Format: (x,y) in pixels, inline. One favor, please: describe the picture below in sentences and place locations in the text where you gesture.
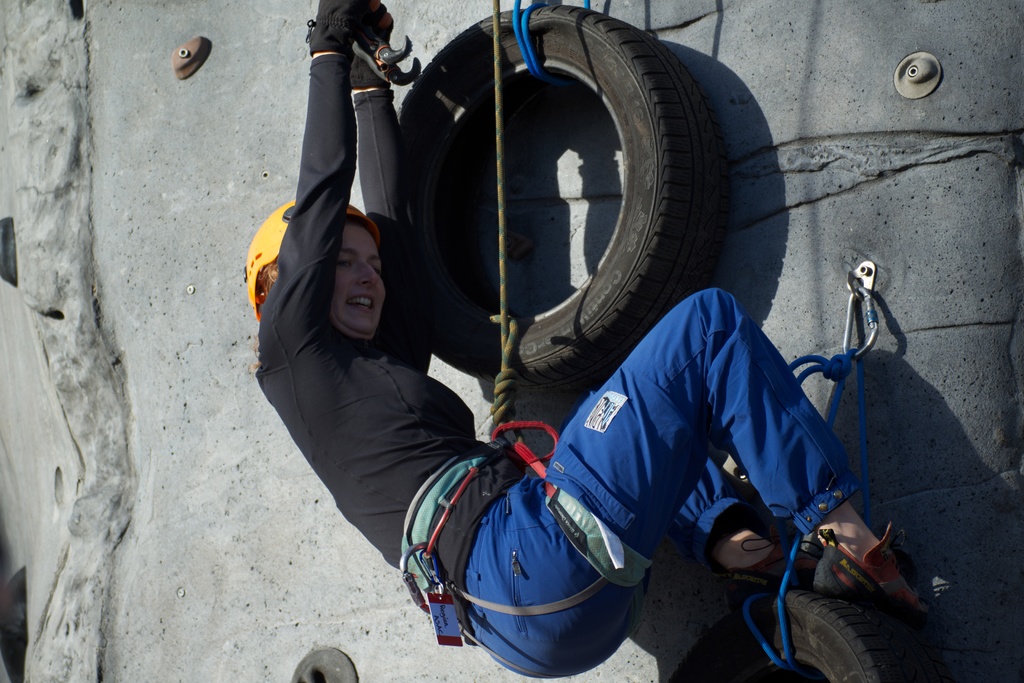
In this image I can see a person (391,393) wearing black and blue colored dress (387,434) and yellow color helmet (248,286) is holding a object (399,81) and in the background (238,96) I can see the ash colored surface (111,132) and a black colored Tyre (630,92).
